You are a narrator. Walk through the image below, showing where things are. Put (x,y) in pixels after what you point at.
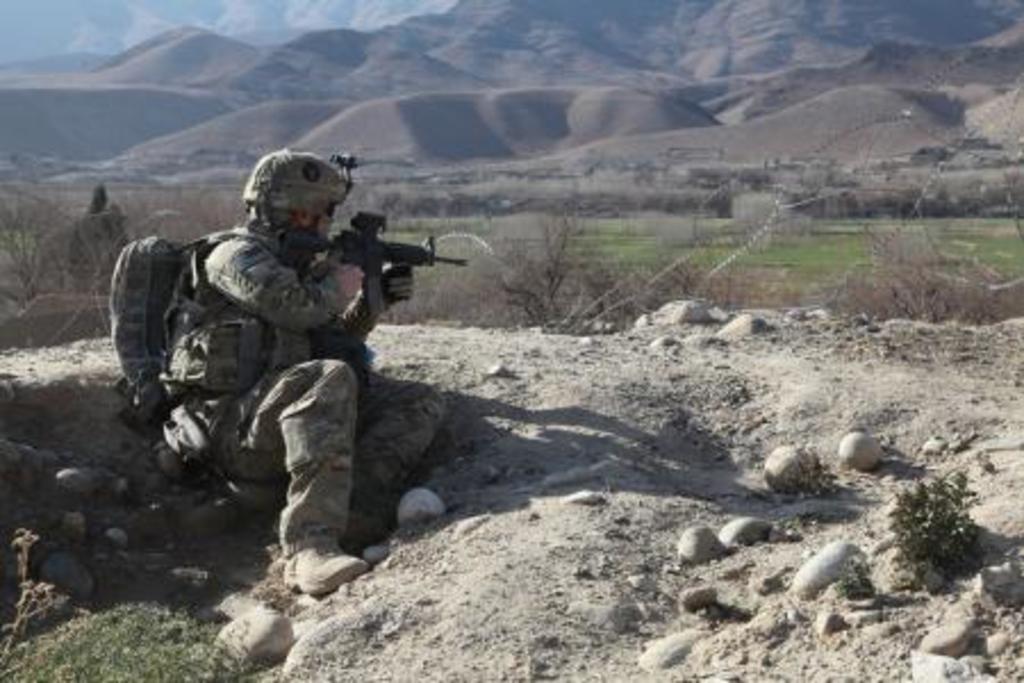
In the picture I can see a man (276,379) is sitting on the ground (208,573) and holding a gun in hands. The man (236,371) is wearing a uniform (296,416), a bag (178,323), a helmet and some other objects (261,326). In the background (413,198) I can see trees (511,207), mountains (424,119), the sky (134,31) and some other objects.
